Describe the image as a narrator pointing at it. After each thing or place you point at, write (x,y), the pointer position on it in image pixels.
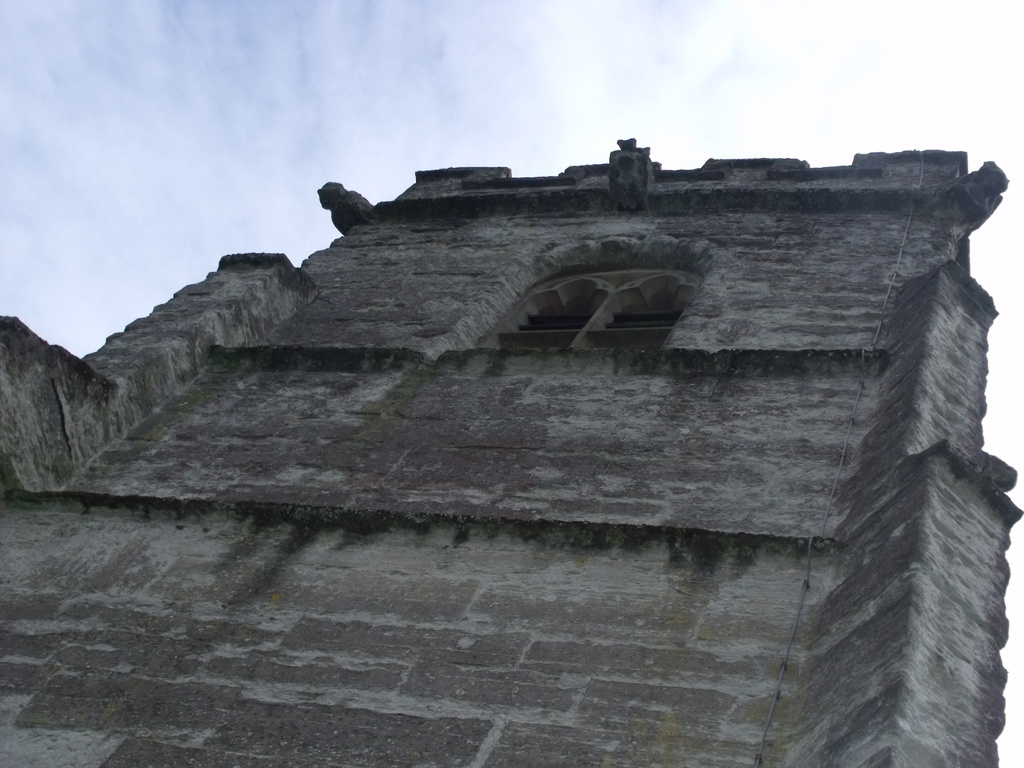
In this image there is the sky (461,86) towards the top of the image (230,117), there is a building (504,592) towards the bottom of the image (521,640), there is a window (626,314).
